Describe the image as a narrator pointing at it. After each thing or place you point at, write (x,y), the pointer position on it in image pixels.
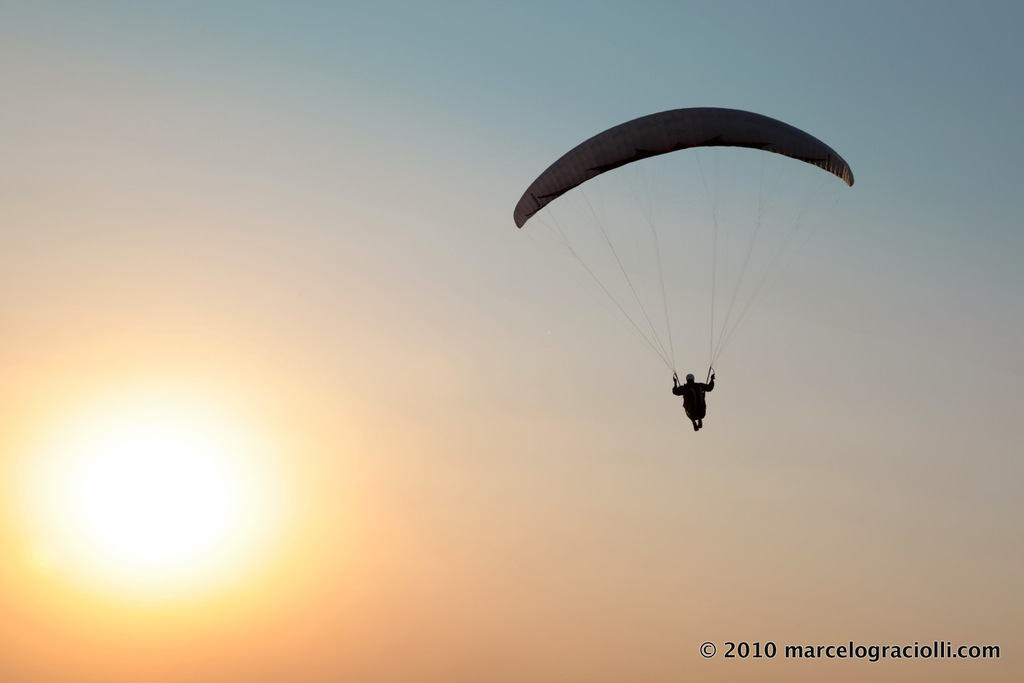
In this image there is a man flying in the sky (540,243) wearing a parachute (551,196), in the left side (82,463) there is a sun (74,446).
